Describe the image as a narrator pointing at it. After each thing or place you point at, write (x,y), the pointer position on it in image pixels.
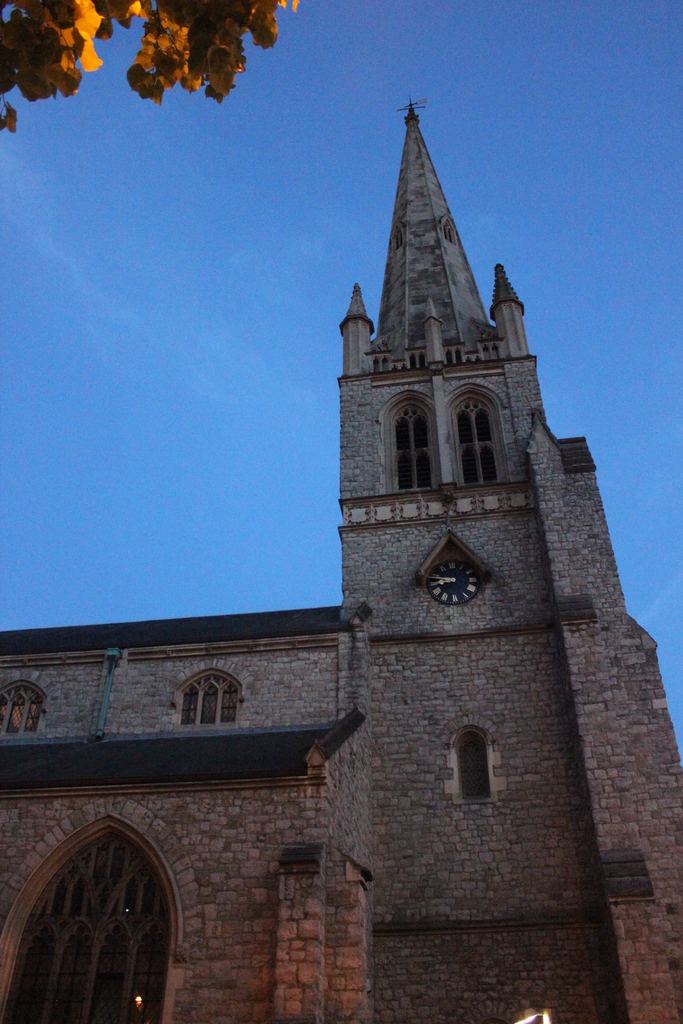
At the bottom of this image (391,890) there is a building (391,890). At the top of the image (562,153) I can see the sky (516,79). In the top left (35,53) few leaves (175,73) are visible.
